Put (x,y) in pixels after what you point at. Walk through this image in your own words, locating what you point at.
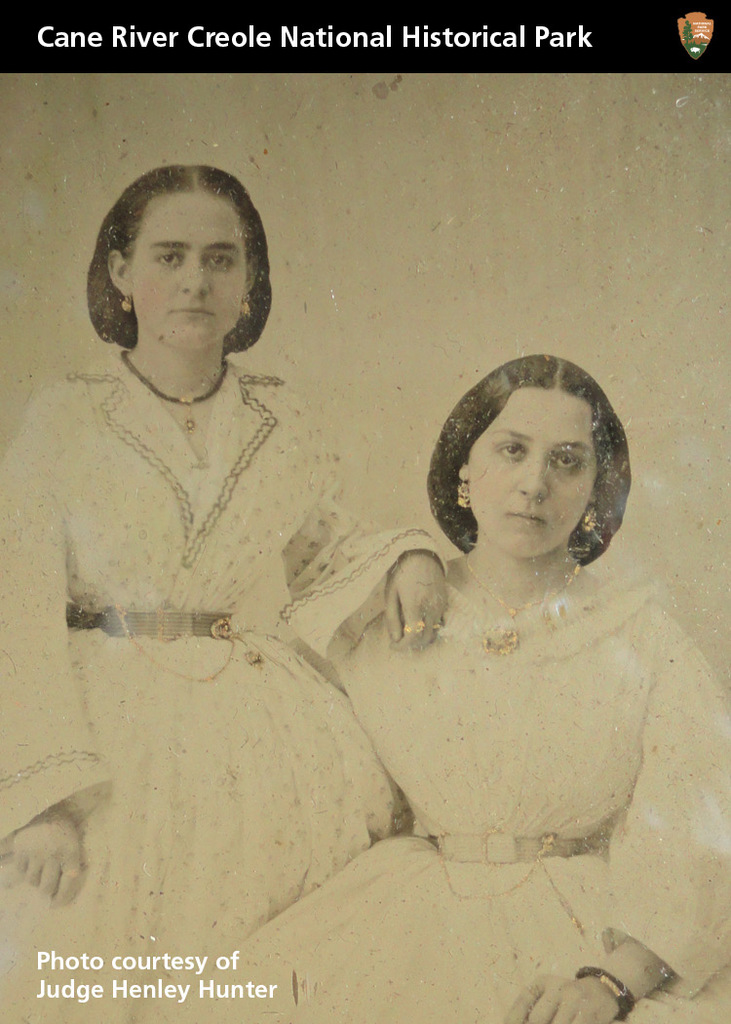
In this picture I can see a poster (307,389), there are two persons (316,975), there are words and a logo (695,39) on the poster (427,190).
